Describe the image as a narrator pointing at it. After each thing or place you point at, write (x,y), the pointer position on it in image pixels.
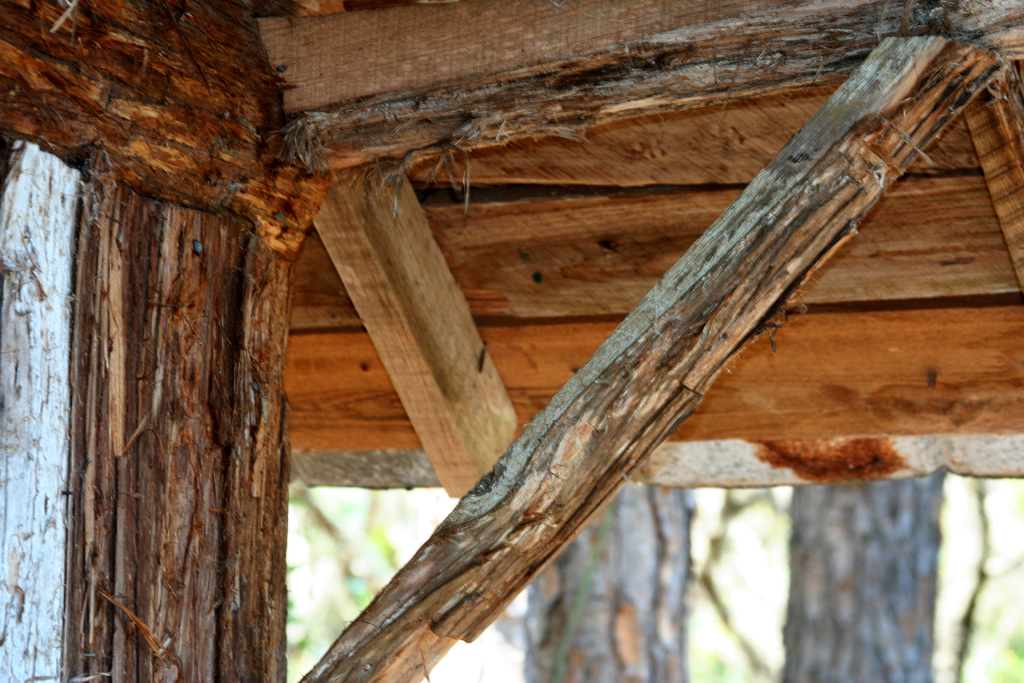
In this image there is a roof (534,204) having few wooden planks (387,356) attached to it. Bottom of the image (623,617) there are few trees (659,575).
